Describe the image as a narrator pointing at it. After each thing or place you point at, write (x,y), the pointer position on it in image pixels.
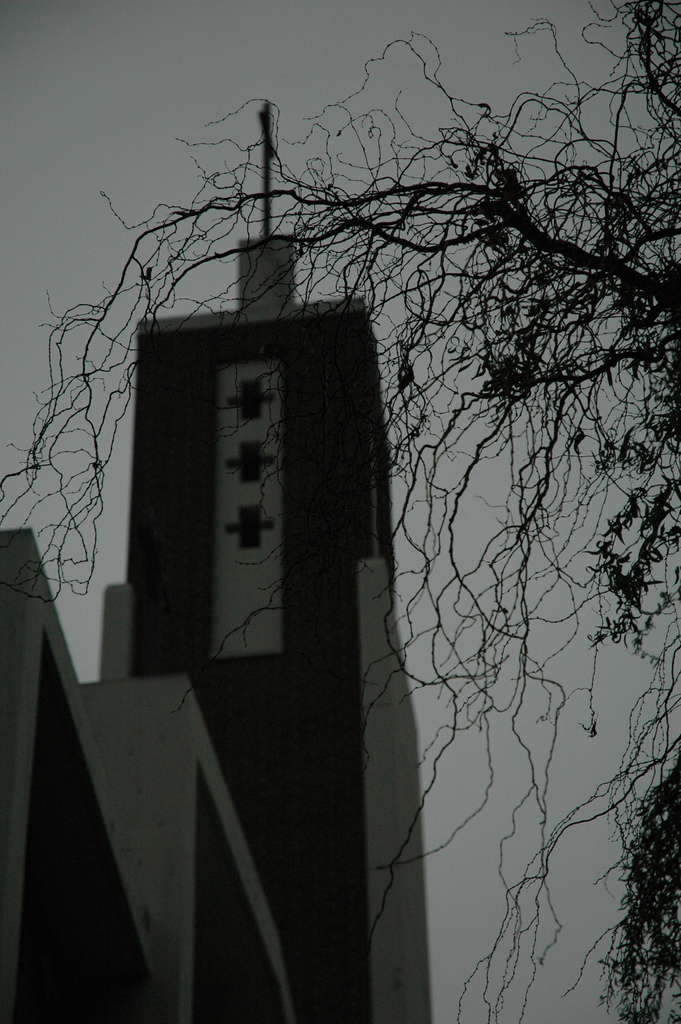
On the left (160,448) we can see a pole (266,184) on a building (270,659) and on the right (521,334) there are truncated trees (481,329) and this is a sky (249,114).
